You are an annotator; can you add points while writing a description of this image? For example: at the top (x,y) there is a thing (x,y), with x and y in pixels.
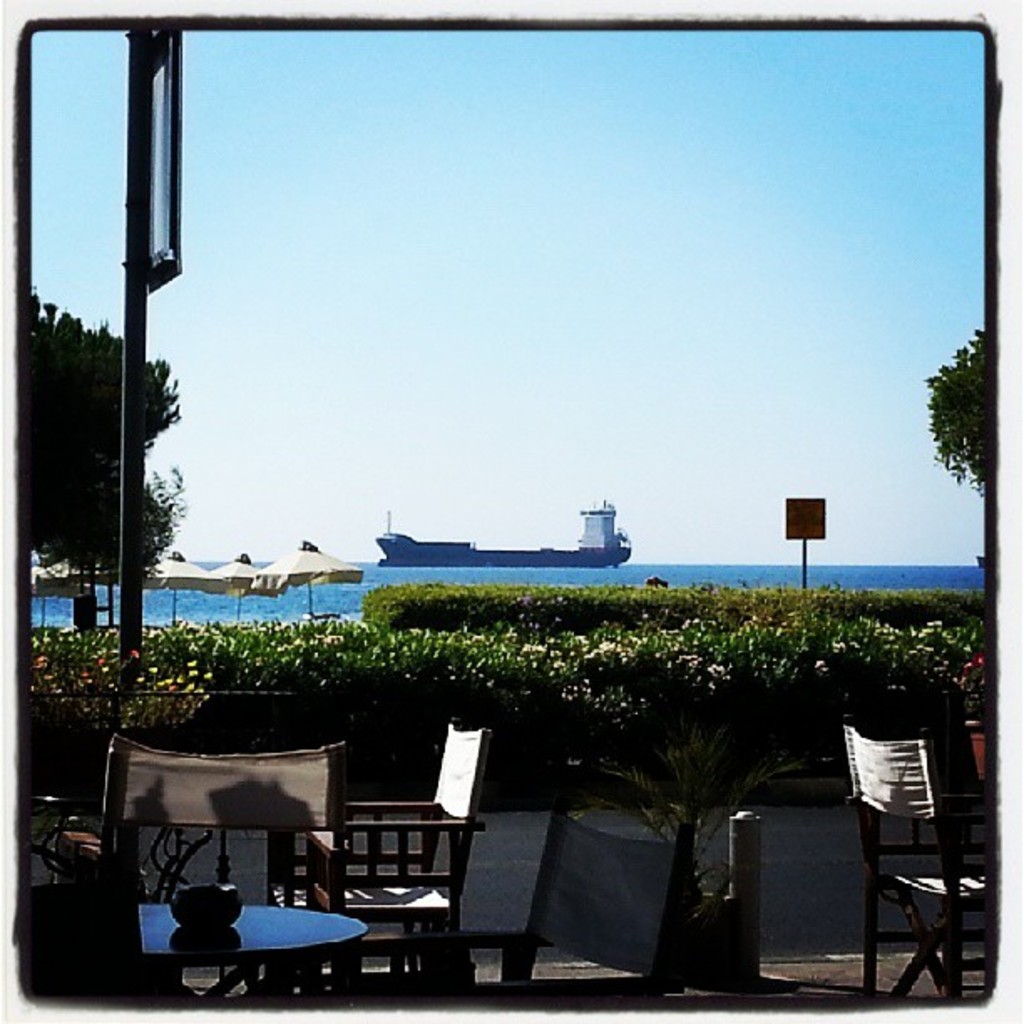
At the bottom of the image (300,927) there is a table (199,935) and chairs (898,804). We can see hedges (624,656) and trees (966,472). On the left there is a pole (121,711). In the background (348,611) there is a sea (326,586) and we can see a ship (499,566) on the sea (626,574). At the top (502,211) there is sky (502,211).
